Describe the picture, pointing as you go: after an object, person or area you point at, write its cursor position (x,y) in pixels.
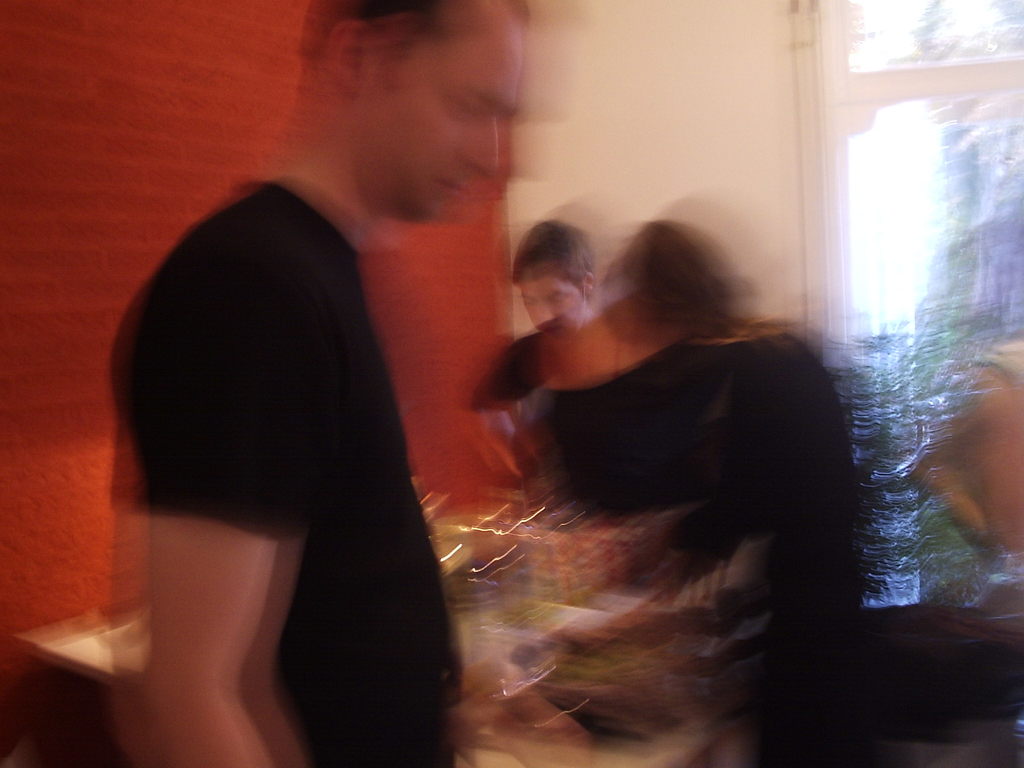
In this image we can see few persons (542,463). Behind the persons (250,258) we can see a wall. On the right side (862,374), we can see a glass window (890,364). Through the window (956,375) we can see the plants (885,364).
